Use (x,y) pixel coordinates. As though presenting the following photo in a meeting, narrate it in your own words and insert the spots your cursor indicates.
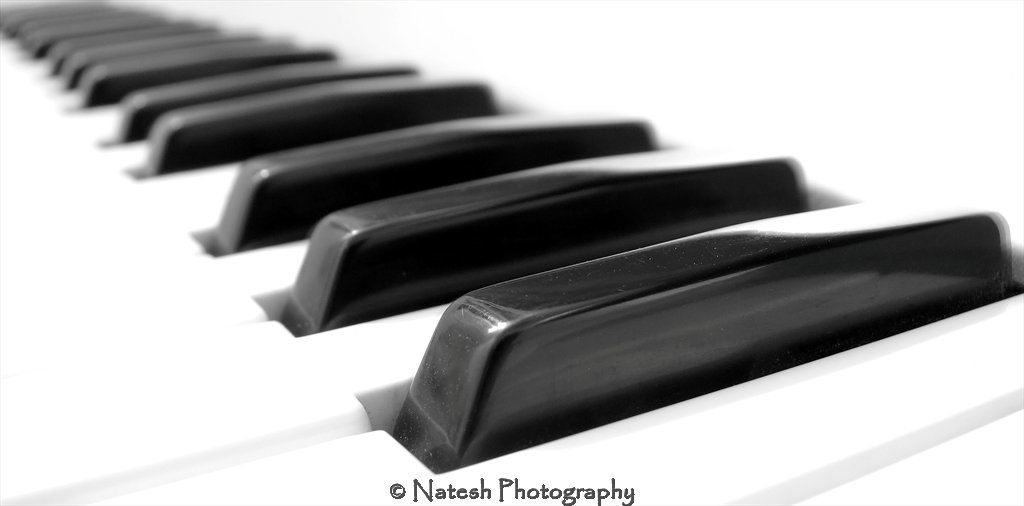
In this picture I can see the keyboard keys (136,123) in front (566,231) and they're off white and black in color and I see the watermark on the bottom of the picture (530,485) and it is blurred in the background (538,14).
